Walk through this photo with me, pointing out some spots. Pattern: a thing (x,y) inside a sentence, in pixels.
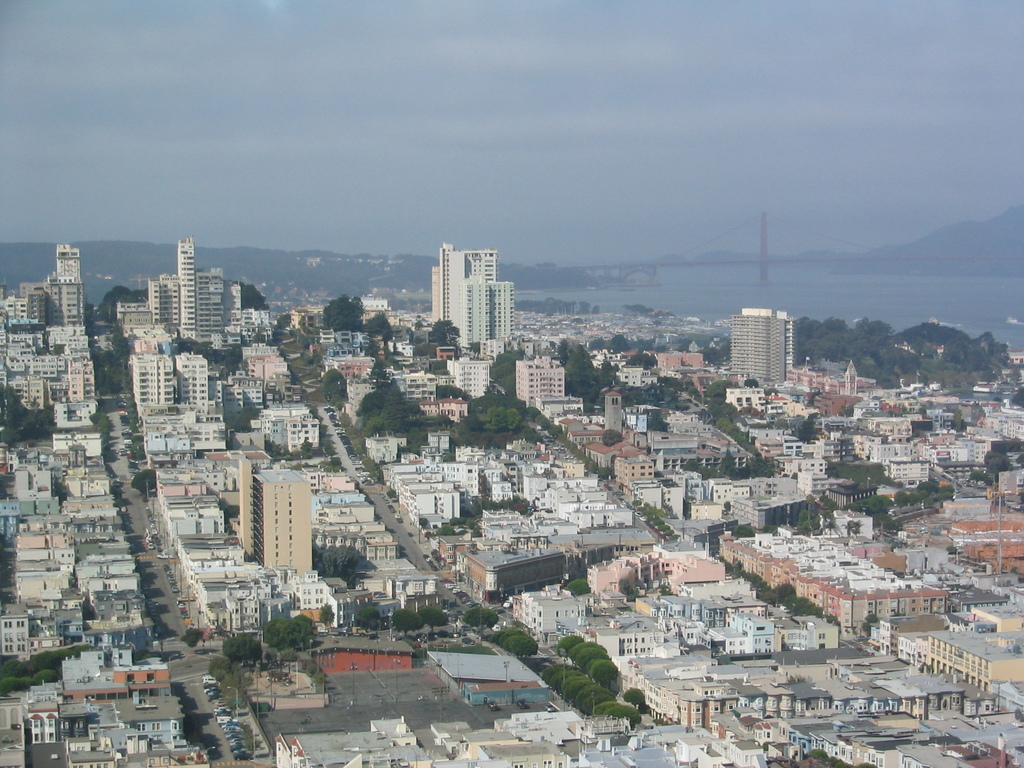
In this image I can see there are buildings (493,596), trees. At the top (527,86) it is the sky (525,118).
